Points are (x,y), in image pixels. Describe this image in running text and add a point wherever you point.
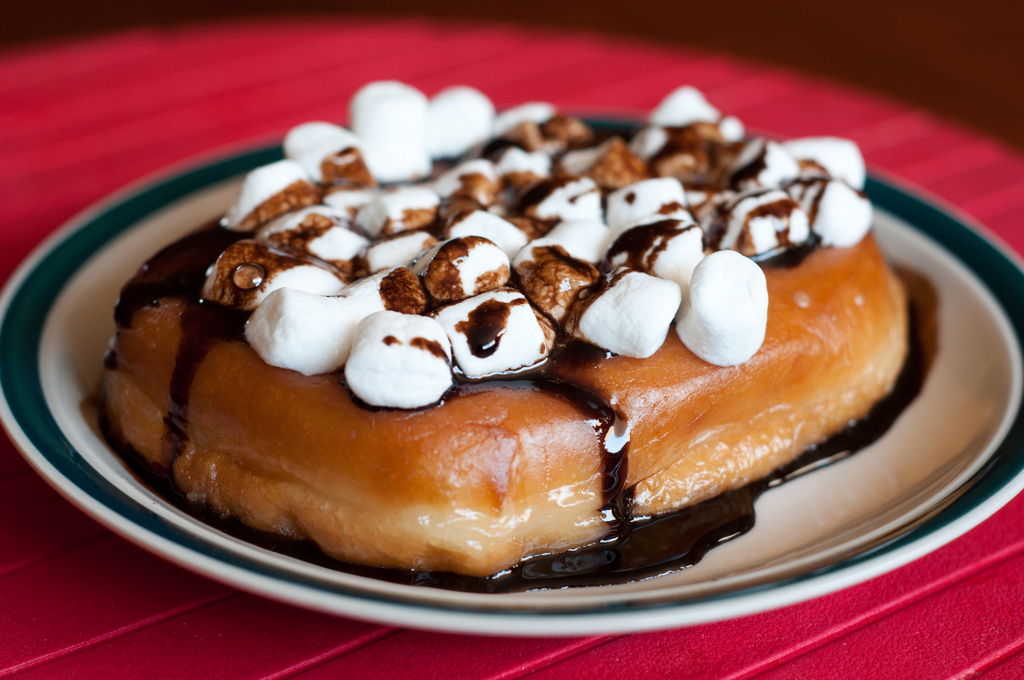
In this image I can see a donut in a plate (719,550) kept on the table (217,592). This image is taken may be in a room (1002,47).
